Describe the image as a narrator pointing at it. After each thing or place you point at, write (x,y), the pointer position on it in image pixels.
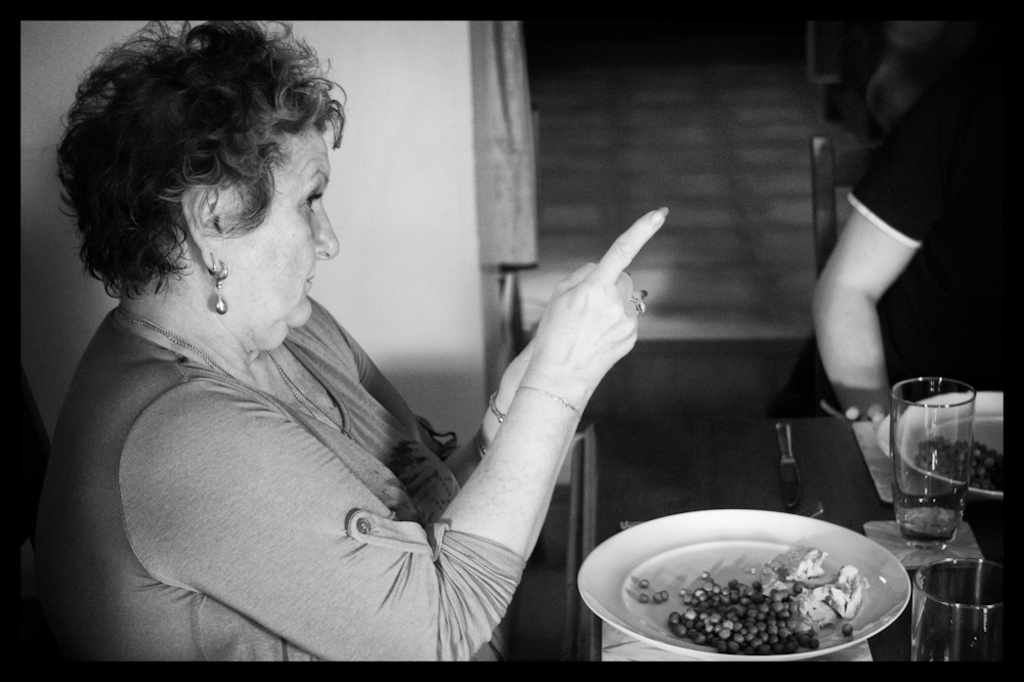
This is a black and white image. In this image we can see persons (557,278) sitting on the chairs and a table (728,423) is placed in front of them. On the table (749,501) we can see coasters (893,541), glass tumblers (912,521), cutlery (818,511) and serving plates (764,553) with food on them.
